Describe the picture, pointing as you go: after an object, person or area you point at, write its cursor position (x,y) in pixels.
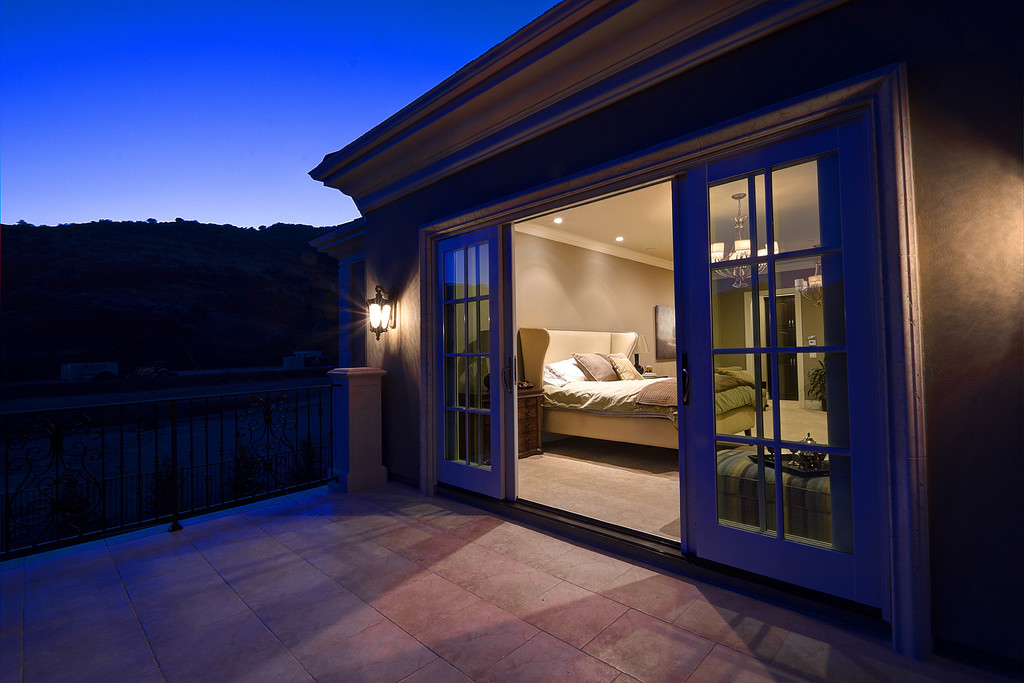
Here we can see a bed (673,386), pillows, couch (809,484), table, plant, frame (660,342), and lights (641,342) inside a room (729,415). Here we can see a door (448,464), fence (187,398), and trees (239,245). In the background (279,7) there is sky (179,86).
